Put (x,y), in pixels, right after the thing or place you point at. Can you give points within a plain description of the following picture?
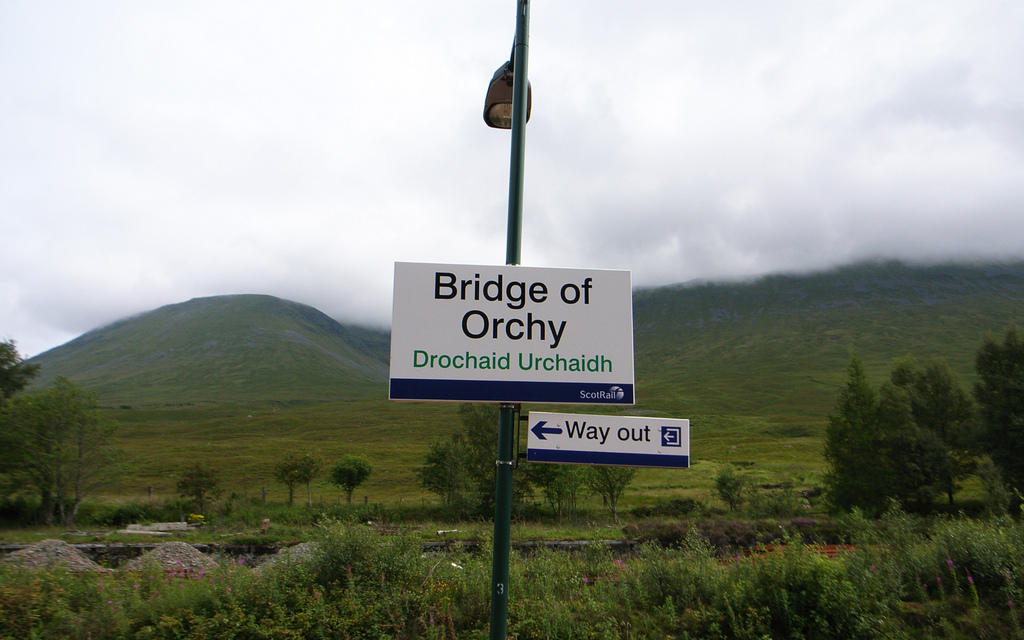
In this picture I can observe two boards (513,333) fixed to the pole (523,38) in the middle of the picture (503,322). In the bottom of the picture (309,568) I can observe some plants (435,572) on the ground (762,545). In the background (200,353) there are hills (196,327) and some clouds (650,124) in the sky (471,160).
